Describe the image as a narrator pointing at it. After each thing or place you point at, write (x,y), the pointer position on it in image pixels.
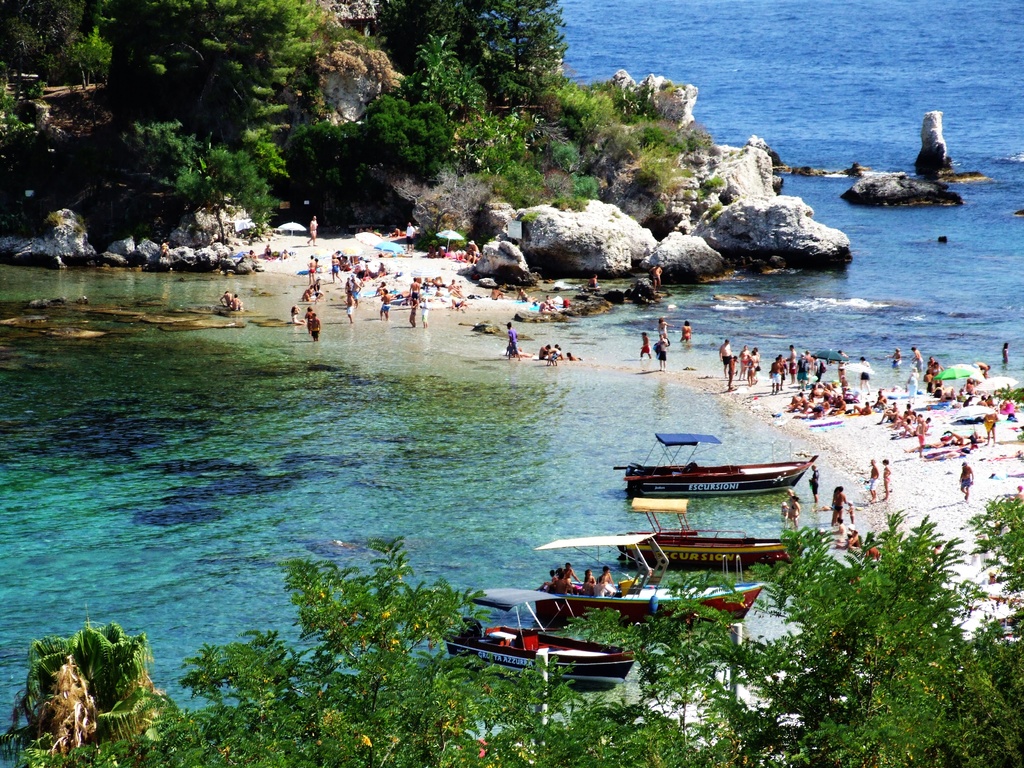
In this picture we can see trees (377,569), umbrellas (292,226), boats (635,534) on the water (455,501), some people (605,589) are on a boat (594,605) and a group of people (381,297) on the ground (370,287) and some objects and in the background (671,217) we can see rocks (753,195).
